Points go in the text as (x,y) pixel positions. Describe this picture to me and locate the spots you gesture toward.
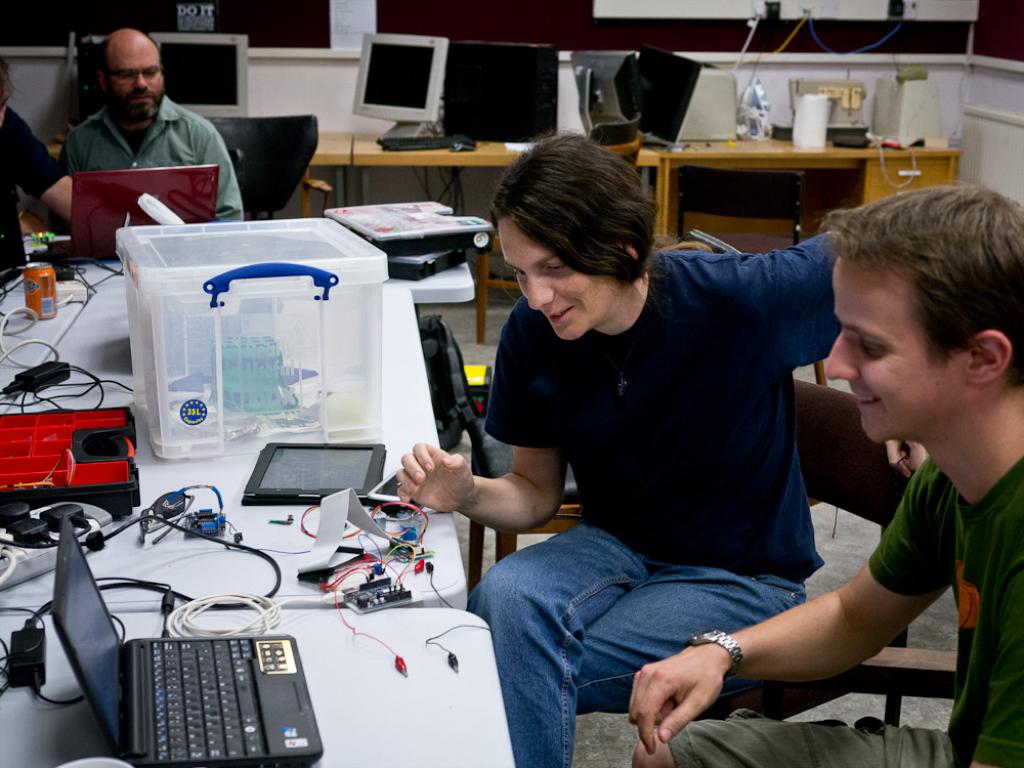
In this image we can see two people (614,437) seated in chairs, with a smile on their face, in front of them there is a table (291,557), on the table (333,662) there is a laptop (291,674), a few cables (211,608) and some other stuff (180,344), behind the two people (540,302) there are computers (677,129) placed on tables (430,156) and there are two other people (123,116) seated on chairs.
